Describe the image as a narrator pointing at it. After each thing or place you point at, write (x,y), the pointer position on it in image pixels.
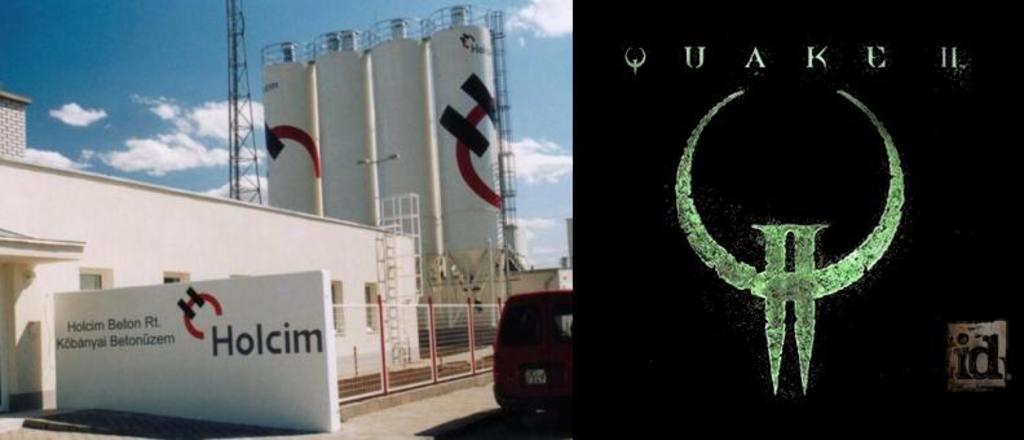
It is an industry (194,239) there is a building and behind building (265,212) there are four tall towers (372,125) and there is a vehicle (537,340) in front of the building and in the background (262,93) there is a sky (220,99).
